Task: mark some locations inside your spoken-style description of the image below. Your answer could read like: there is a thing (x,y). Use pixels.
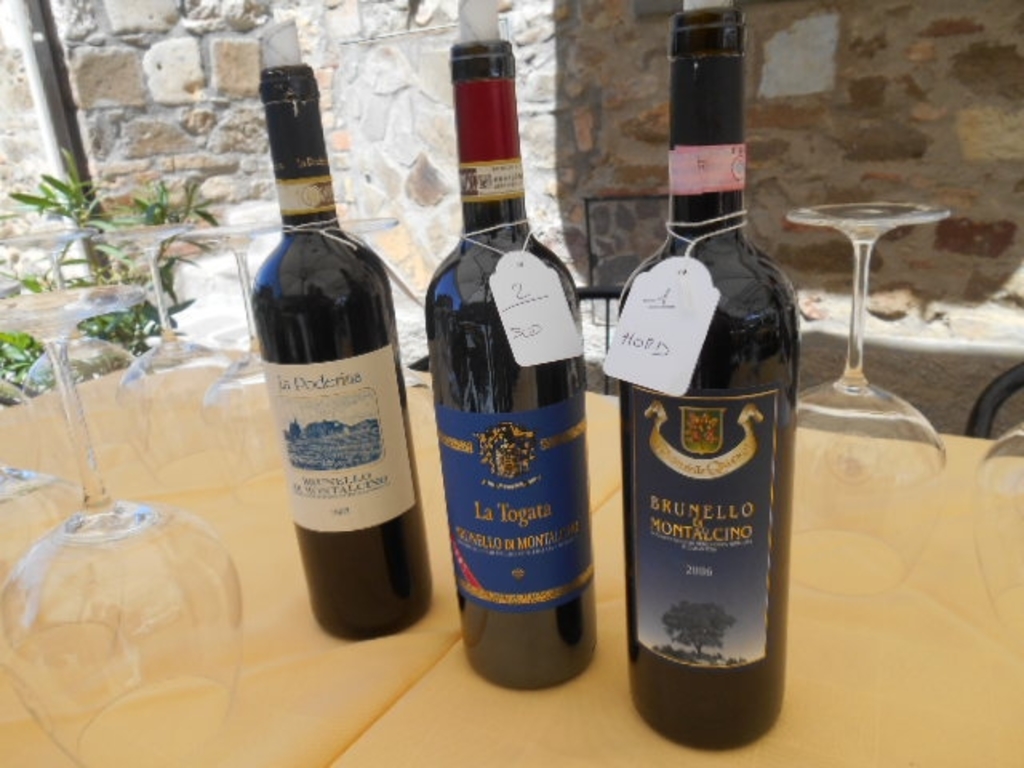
In this image there is one table (626,624) on that table (243,598) there are some glasses (857,469) and bottles (561,370) are there. On the background (368,69) there is one wall (140,147) on the left side (144,213) there is one plant (127,269).
